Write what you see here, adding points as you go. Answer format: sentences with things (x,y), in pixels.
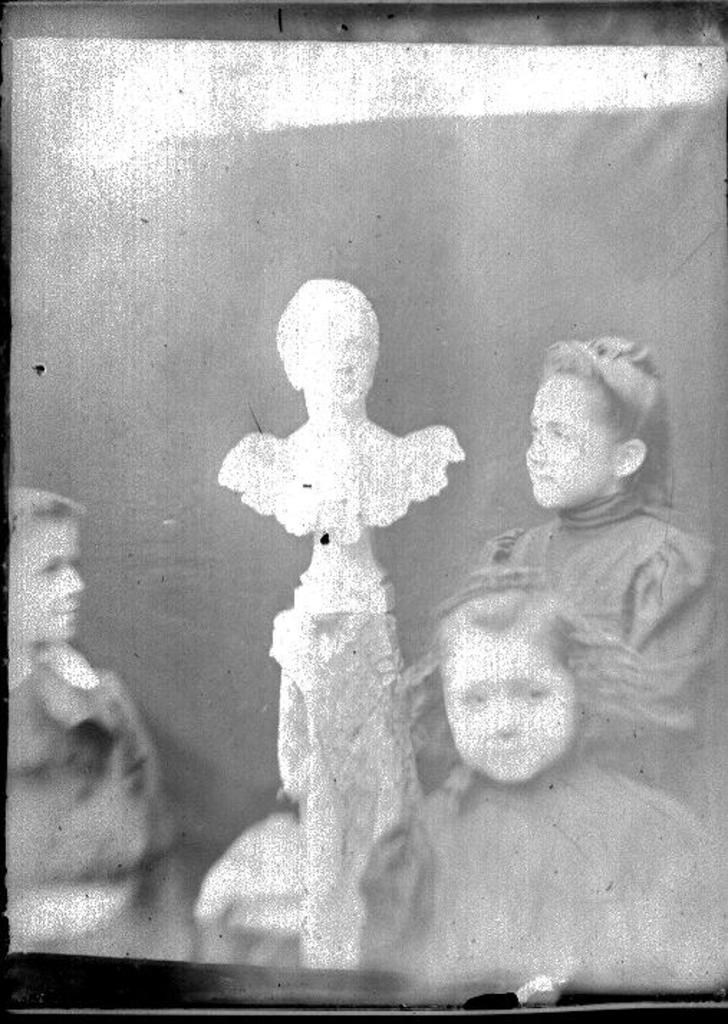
This is a black and white picture, in the middle (271,437) there is a statue (323,498) with three children (525,807) around it.
